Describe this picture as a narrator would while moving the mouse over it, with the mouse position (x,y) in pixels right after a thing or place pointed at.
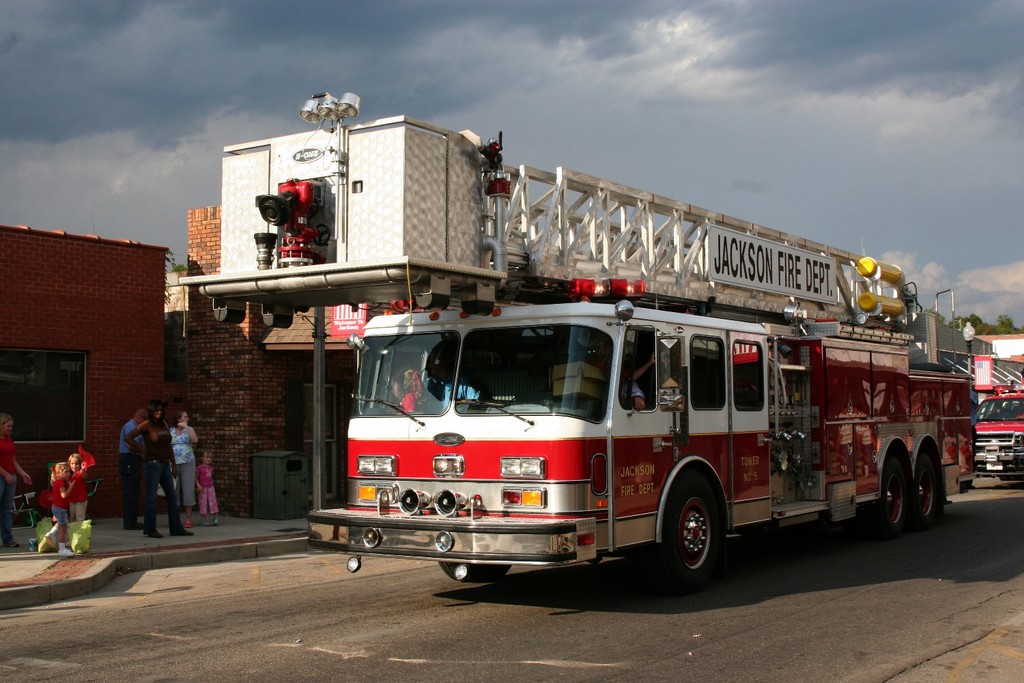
In this image I can see the vehicles (952,493) on the road (505,634). To the side of the vehicles (406,514) I can see the roof (292,347) of the building (329,323), few people (167,496) with different color dresses (71,518) and houses (104,364). I can see the boards (753,250) to the roof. In the background (442,93) I can see the clouds (559,71) and the blue sky (766,107).
